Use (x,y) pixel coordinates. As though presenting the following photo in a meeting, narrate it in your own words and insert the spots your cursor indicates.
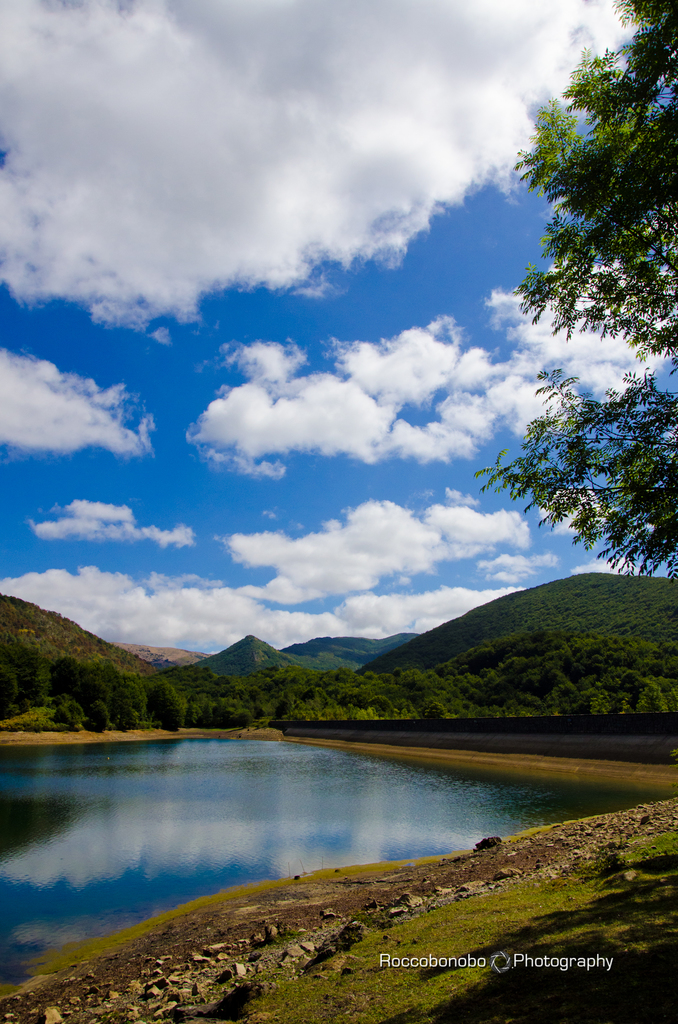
In the image it is a beautiful scenery, there is a water surface (206,787) and around that there are some mountains (530,645) and trees (510,663).
